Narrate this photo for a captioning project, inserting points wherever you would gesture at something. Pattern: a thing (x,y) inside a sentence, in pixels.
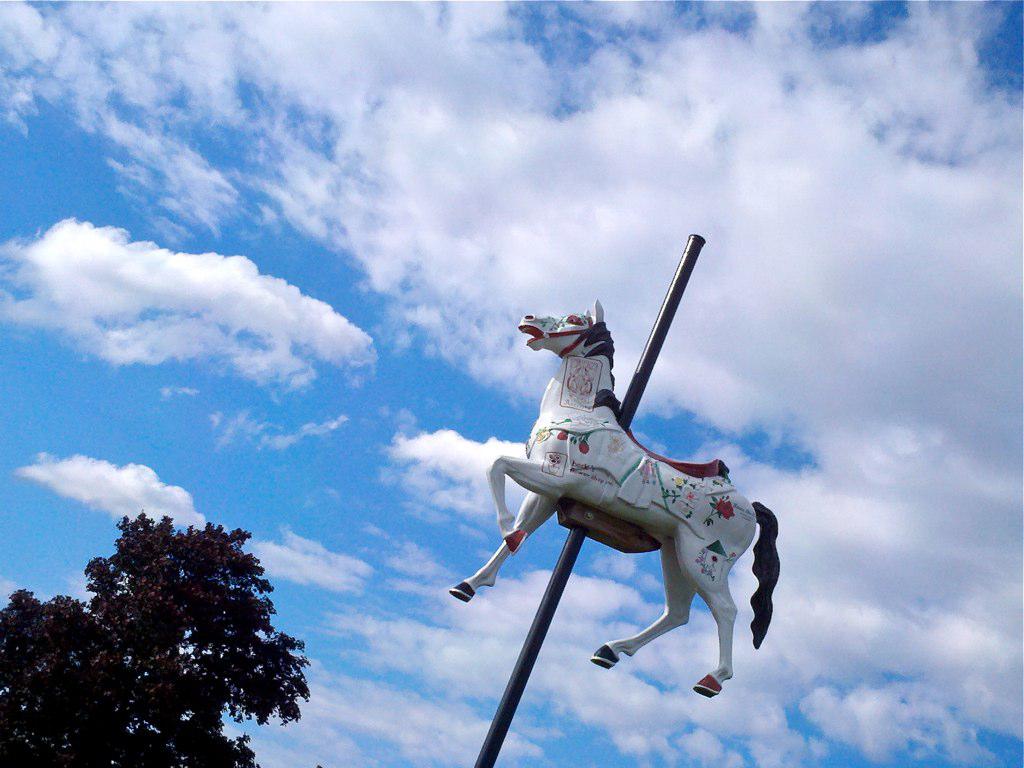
In this image I can see a pole (545,609) with a toy horse (663,538). There is a tree (94,662) and in the background (372,351) there is sky (361,472).
